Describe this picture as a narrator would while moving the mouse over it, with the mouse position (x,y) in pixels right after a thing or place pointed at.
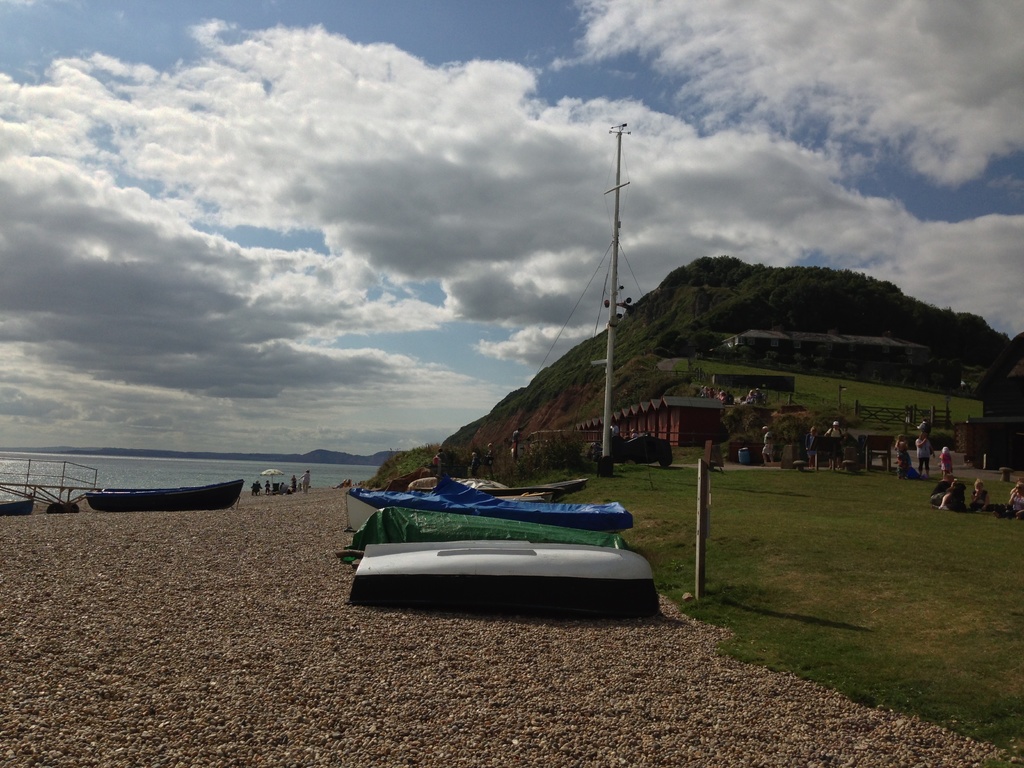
In the background (289,178) we can see the clouds (421,162) in the sky (402,271), hills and the sea (362,475). In this picture we can see the boats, poles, transmission wires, thicket (966,333), green grass (914,620), wooden fence (883,416), people (812,450) and few objects (702,437).
